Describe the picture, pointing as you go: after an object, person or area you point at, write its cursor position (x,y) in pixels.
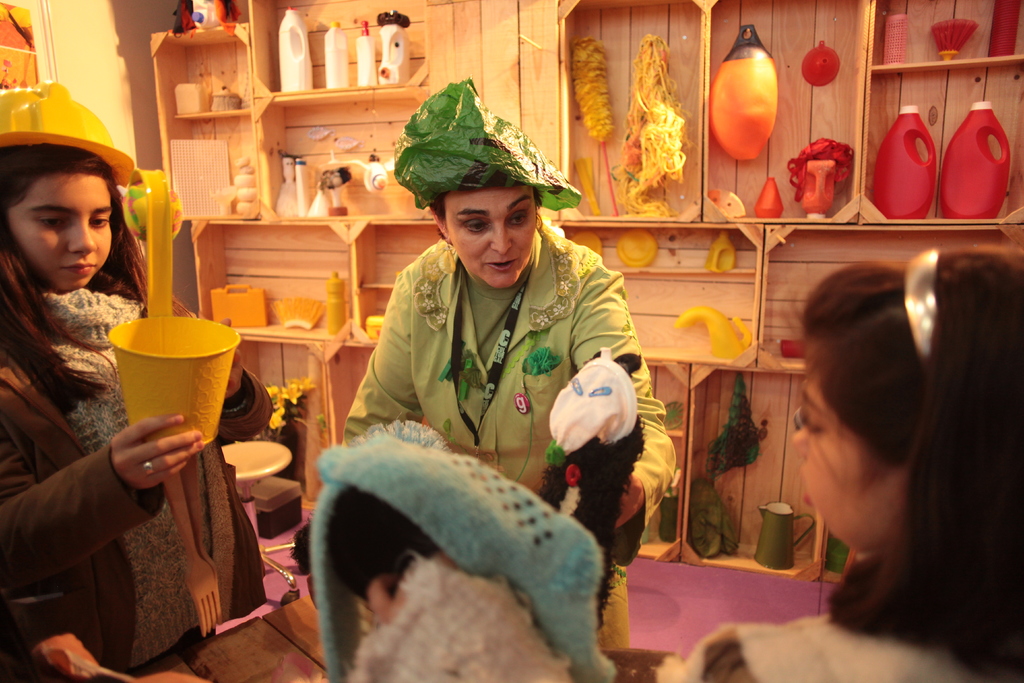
In this image I can see few person (461,150) wearing caps (422,155) and dresses (406,347) are standing and I can see a woman (142,460) on the left side (88,498) is holding a yellow colored object (178,397) in her hands (161,463). In the background (364,197) I can see few wooden racks (400,100) which are cream in color and in the racks (785,274) I can see few cans (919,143) which are white and yellow in color and I can see a cup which is green in color and few other objects (715,527) in the rack (330,383). I can see the wall (87,46) and a frame (12,3) attached to the wall (75,55).
